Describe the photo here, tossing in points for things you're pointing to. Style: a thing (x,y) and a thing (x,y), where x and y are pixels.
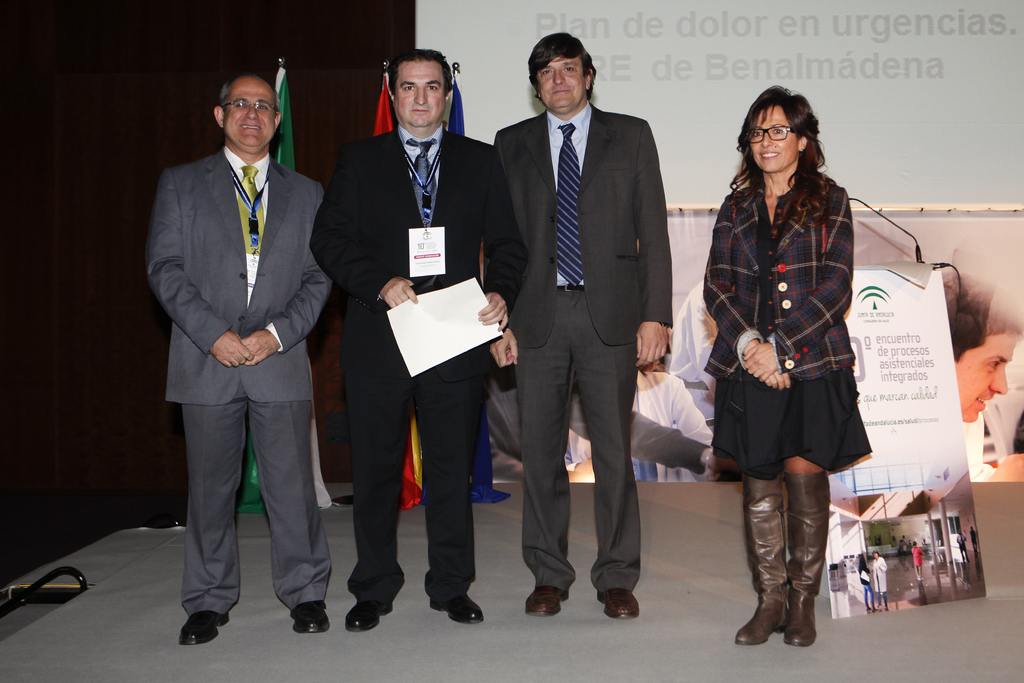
In this image I can see on the right side (725,225) a woman (845,438) is standing, she wore coat (831,337), shoes (820,510), spectacles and also smiling. Behind her there is the podium (892,362) with photographs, in the middle (663,277) 3 men (404,228) are standing, they wore coats (536,253), trousers (453,469), shoes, ties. Behind them there are flags (479,480) and there is a banner (536,25) at the back side of an image (632,86).
